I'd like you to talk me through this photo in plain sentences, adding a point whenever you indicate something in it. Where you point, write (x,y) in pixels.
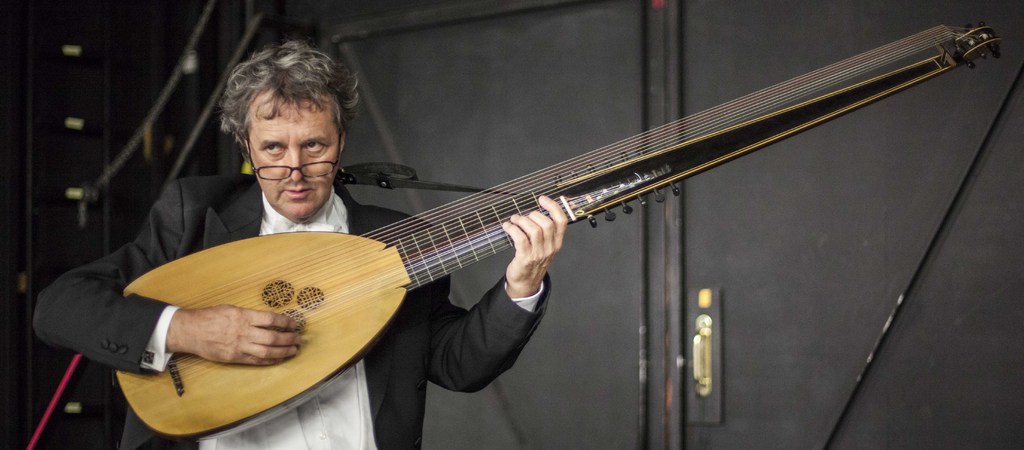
It looks like a concert, a man (265,313) who is wearing a black color jacket (476,353) is holding a big guitar (932,57) in his hand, it has a lot of strings (418,256) in the background (834,153) there is a black color door (785,310), to the left side (62,135) there is equipment (74,99).
